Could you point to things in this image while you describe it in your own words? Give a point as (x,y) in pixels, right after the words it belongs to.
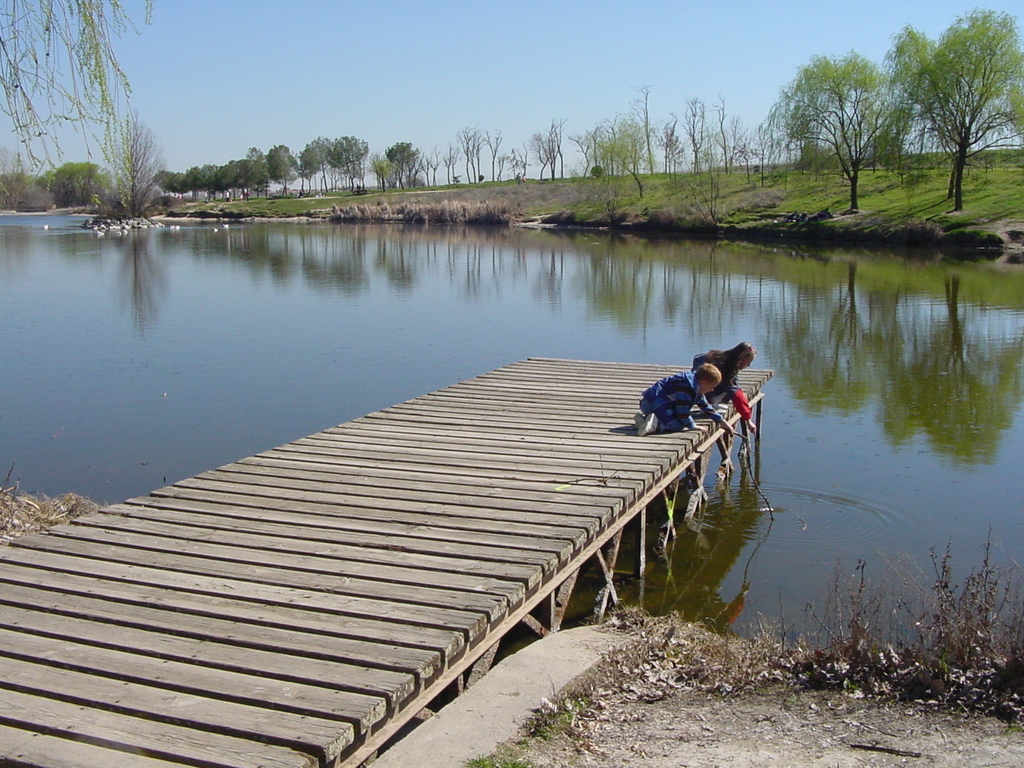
In this image I can see two children's (671,380) are on the wooden bridge (556,520) and child (708,408) is holding something (747,447). We can see water (844,462). Back I can see trees (844,101). The sky (540,73) is in blue and white color.
